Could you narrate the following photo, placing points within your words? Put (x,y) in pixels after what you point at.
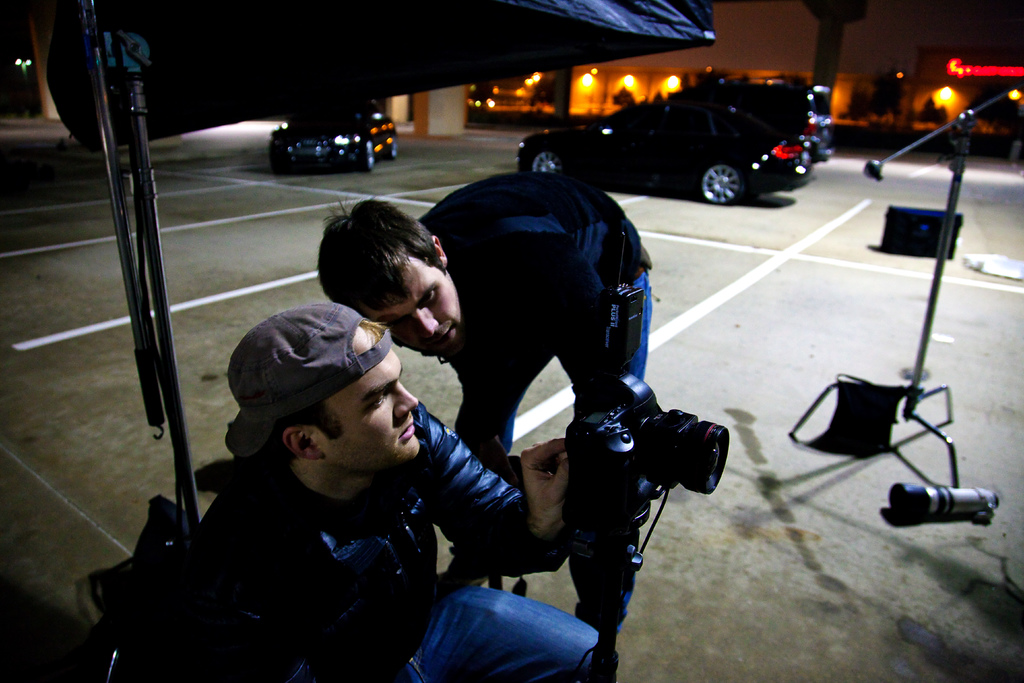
In this image, I can see a person (386,501) sitting and another person (584,289) standing. In front of two persons (501,428), there is a camera (616,520) with a stand (621,537). I can see the stands (927,426) and few other objects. In the background (715,124), there are vehicles (379,140) on the road (765,214), buildings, lights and trees (886,106).
